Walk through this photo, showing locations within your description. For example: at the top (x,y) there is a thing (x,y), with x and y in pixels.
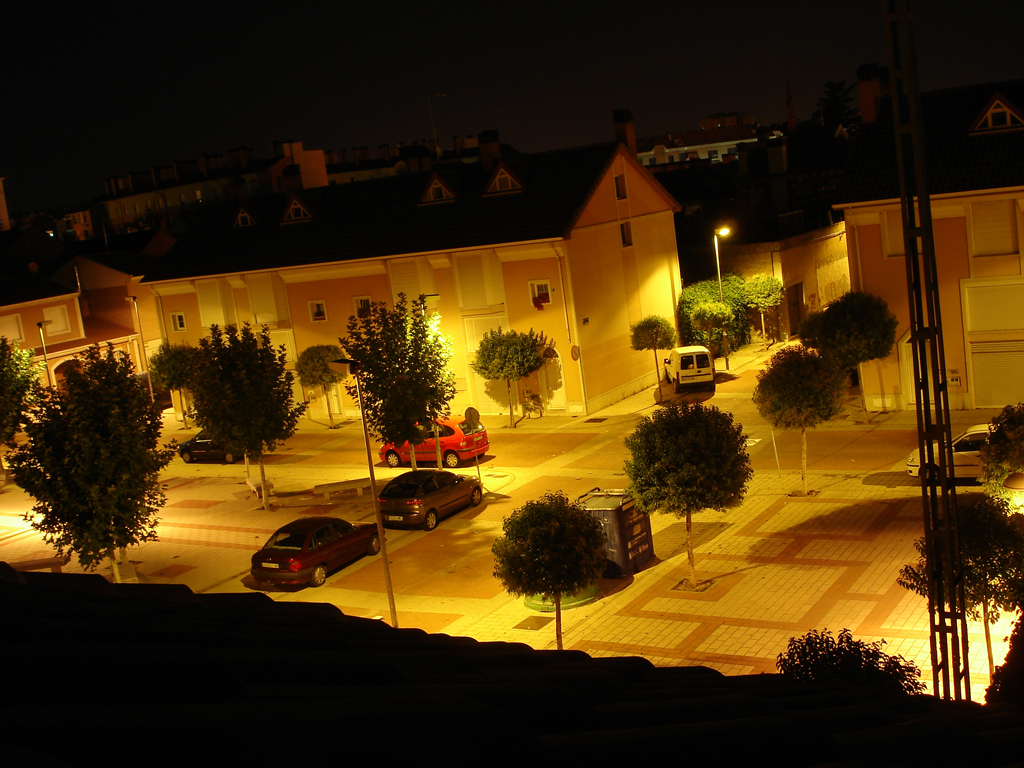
In this image, we can see buildings (1004,174), trees (1019,549), vehicles (956,434), poles (933,334), lights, walls (600,337), windows (21,328) and few objects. At the bottom of the image (312,699), there is a dark view. Top of the image (406,133), we can see the sky (497,53).
